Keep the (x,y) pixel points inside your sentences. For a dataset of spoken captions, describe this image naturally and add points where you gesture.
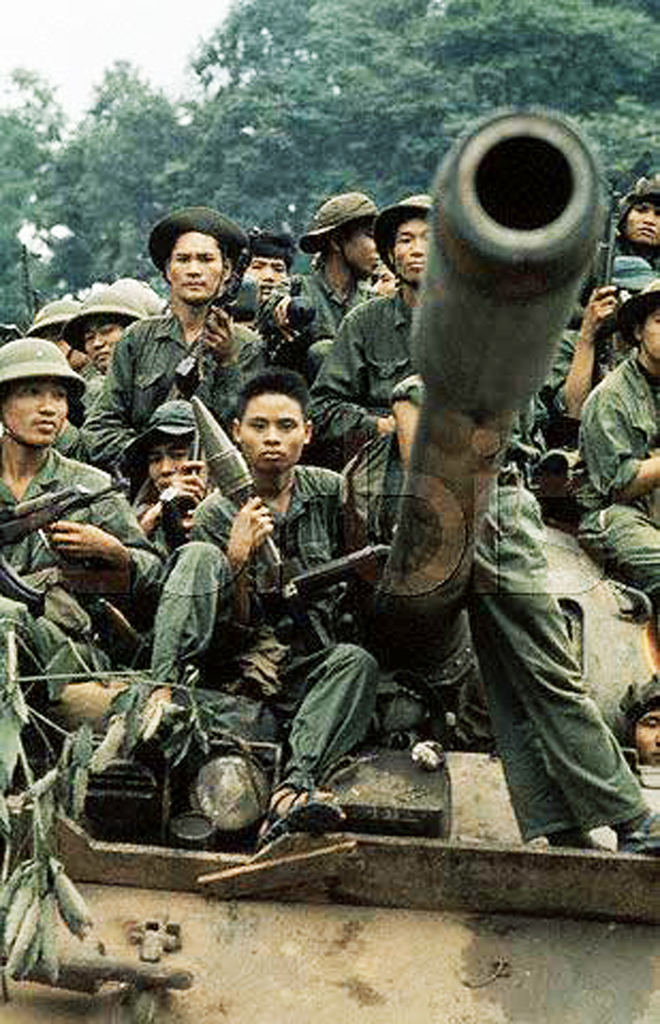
In this image we can see some people (206,522) wearing uniform (340,493) and among them few people (206,360) holding some objects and there is a vehicle (645,773) which looks like a tank (487,873). There are some trees (39,278) in the background (618,56) and we can see the sky (169,35).
